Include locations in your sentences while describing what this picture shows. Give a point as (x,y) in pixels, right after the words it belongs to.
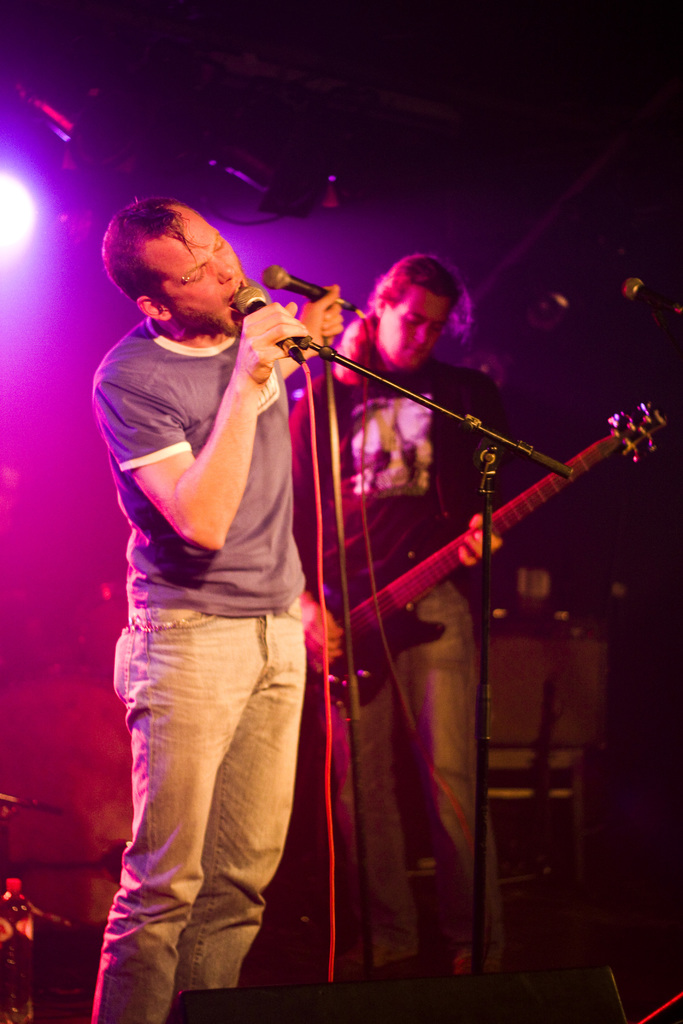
There is a man (253,336) who is singing on the mike (256,292). And another man (311,621) is playing guitar (611,448).
